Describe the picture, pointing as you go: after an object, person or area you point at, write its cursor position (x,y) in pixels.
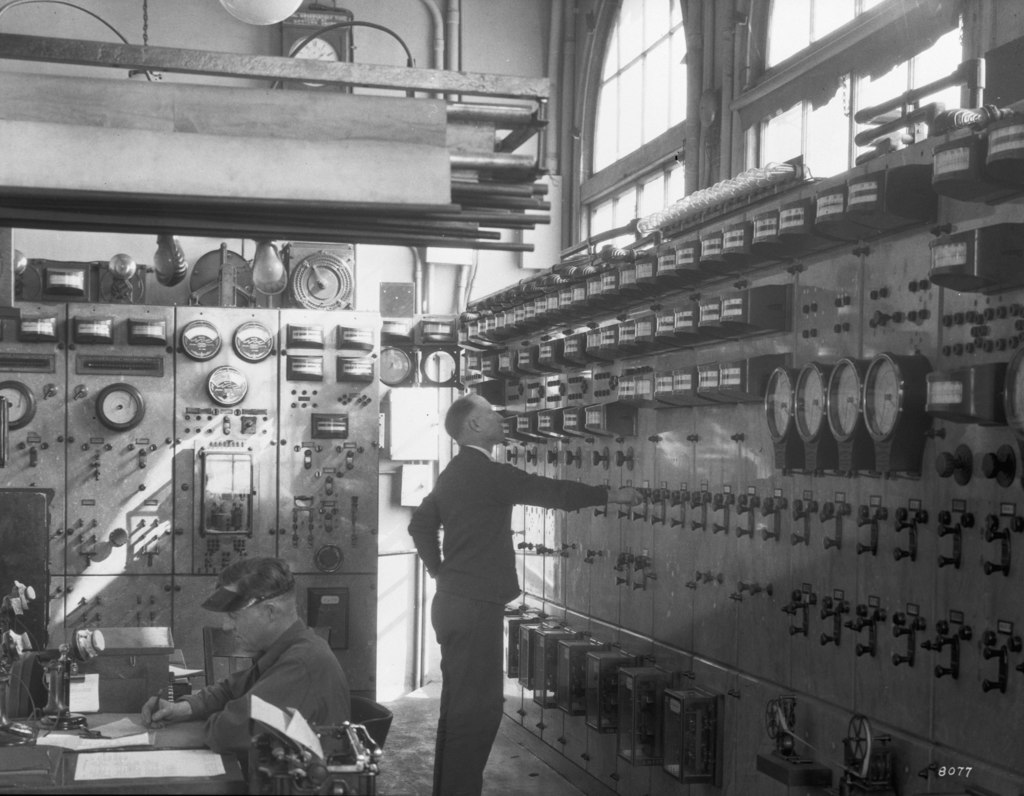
This is a black and white image. In this image I can see few machines (605,434). In the middle of the image (472,486) there is a man (460,576) standing on the floor (408,742) and looking at the machine (637,387). On the left side (283,675) there is another person (272,639) sitting on the chair (378,720) in front of the table (172,746) and writing something on a paper (122,730). At the top (520,36), I can see the wall (514,46) and window (669,82).
